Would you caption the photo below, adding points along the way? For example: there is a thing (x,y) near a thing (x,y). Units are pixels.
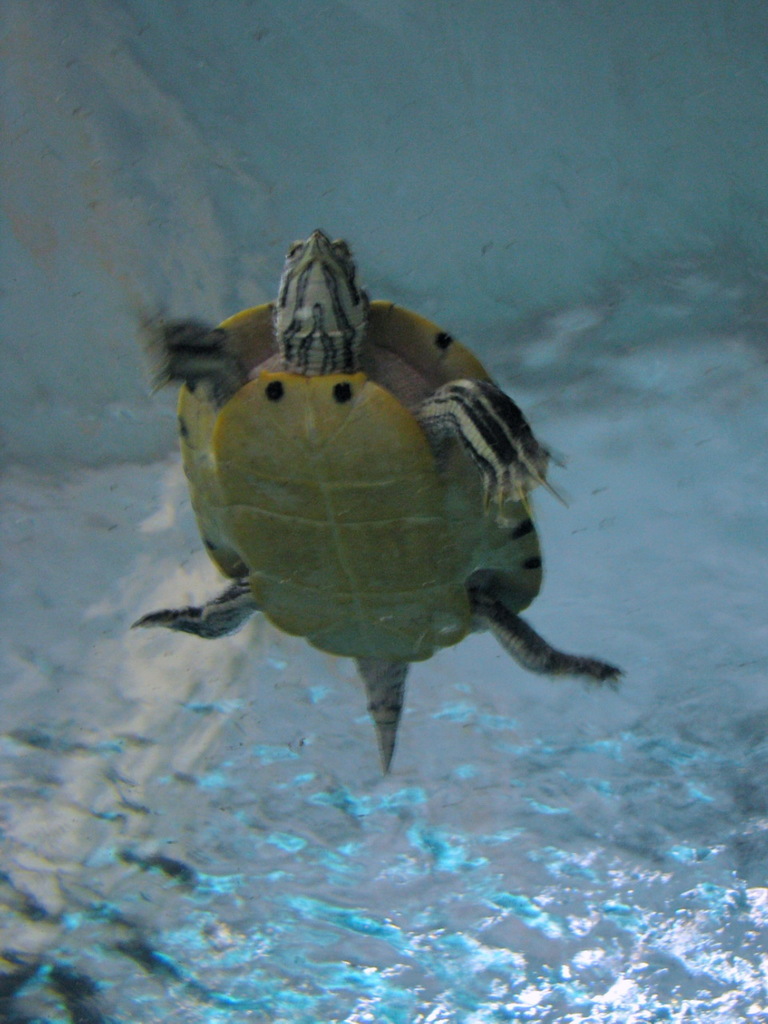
As we can see in the image there is tortoise (342,577) in water (572,539).
